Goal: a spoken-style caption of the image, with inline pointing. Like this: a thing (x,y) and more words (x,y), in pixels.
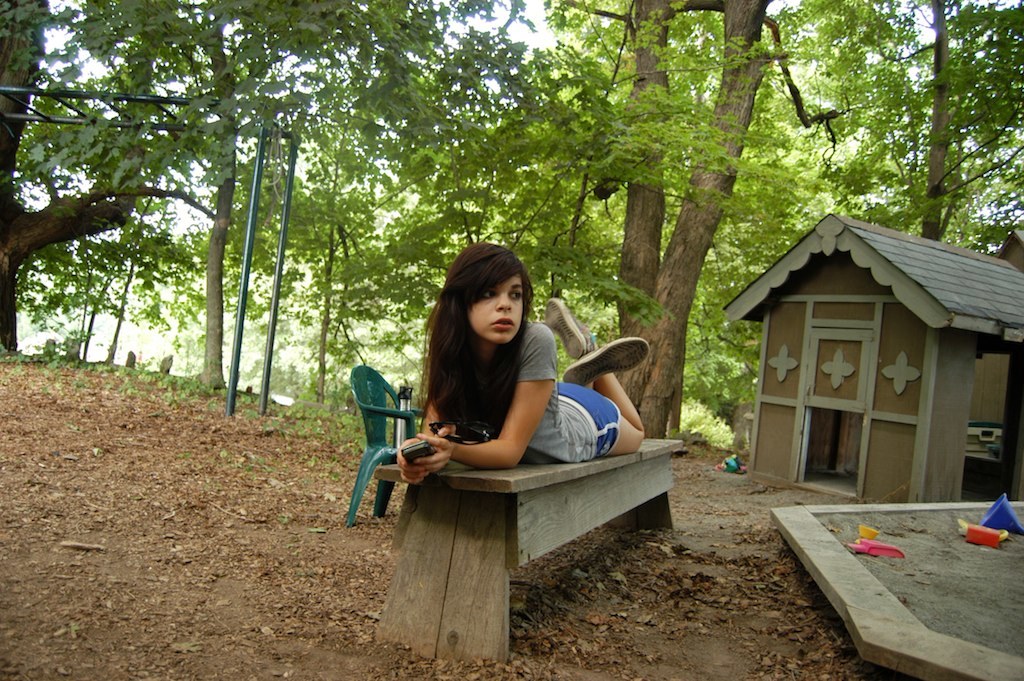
Here we can see a girl (548,450) is holding glasses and a mobile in her hands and lying on a bench (526,530). In the background (413,403) there is a tea flask (399,423) on a chair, poles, trees (304,218), leaves (232,441) on the ground (271,441) and sky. On the right (924,415) there is a house (898,435), roof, door (834,410) and other objects (888,589) on the ground (873,518).
